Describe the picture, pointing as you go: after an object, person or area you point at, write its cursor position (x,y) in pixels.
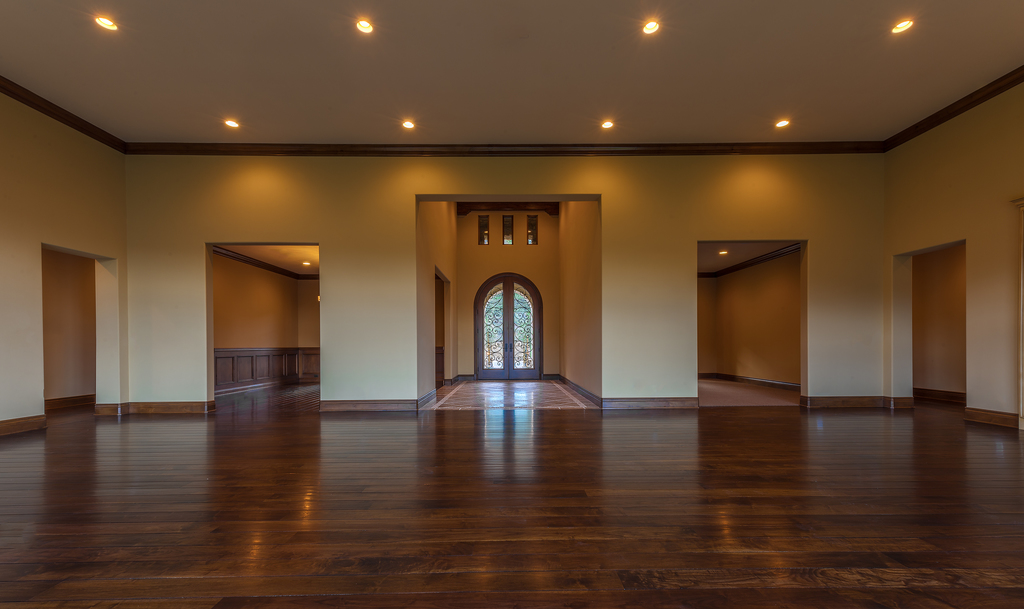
This image is taken from inside the building (392,471). In this image we can see there is a wall (504,264) and a door (530,329), above the door (530,316) there are ventilations (509,241). At the top of the image (298,87) there is a ceiling (433,76) with lights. At the bottom of the image (455,512) there is a floor (364,503).
